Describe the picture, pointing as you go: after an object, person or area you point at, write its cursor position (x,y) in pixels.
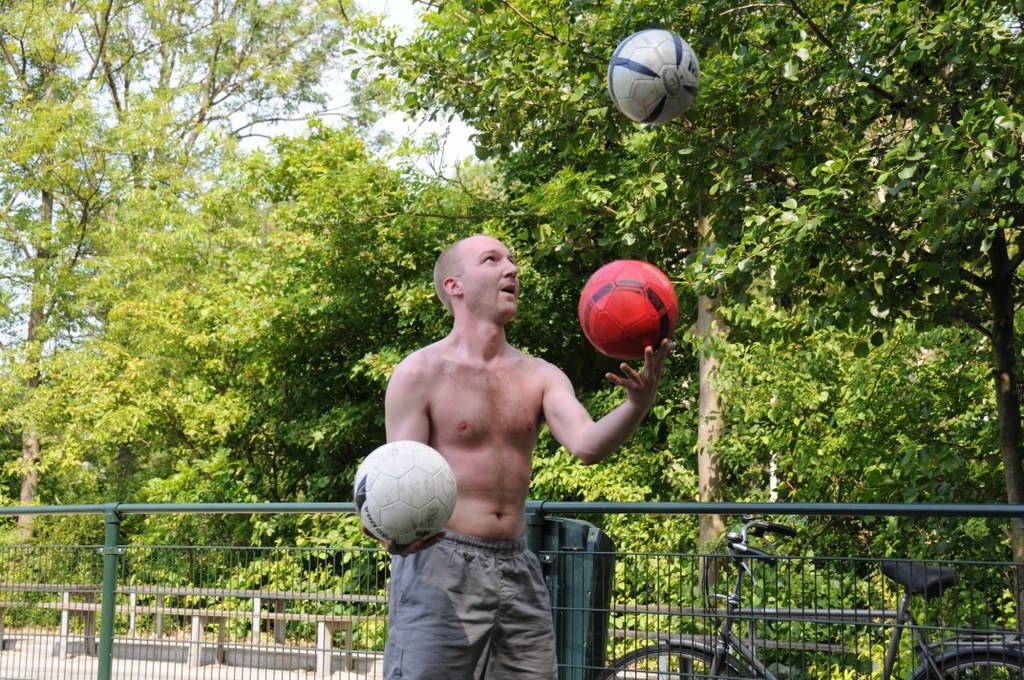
This is a picture taken in the outdoors. It is sunny. The man (465,504) is standing on the floor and playing with three balls (622,46). Behind the man (477,580) there is a bicycle (721,652), dustbin (574,588) and fencing (271,573). Background of the man (388,415) is trees (427,317) and sky (376,11).
